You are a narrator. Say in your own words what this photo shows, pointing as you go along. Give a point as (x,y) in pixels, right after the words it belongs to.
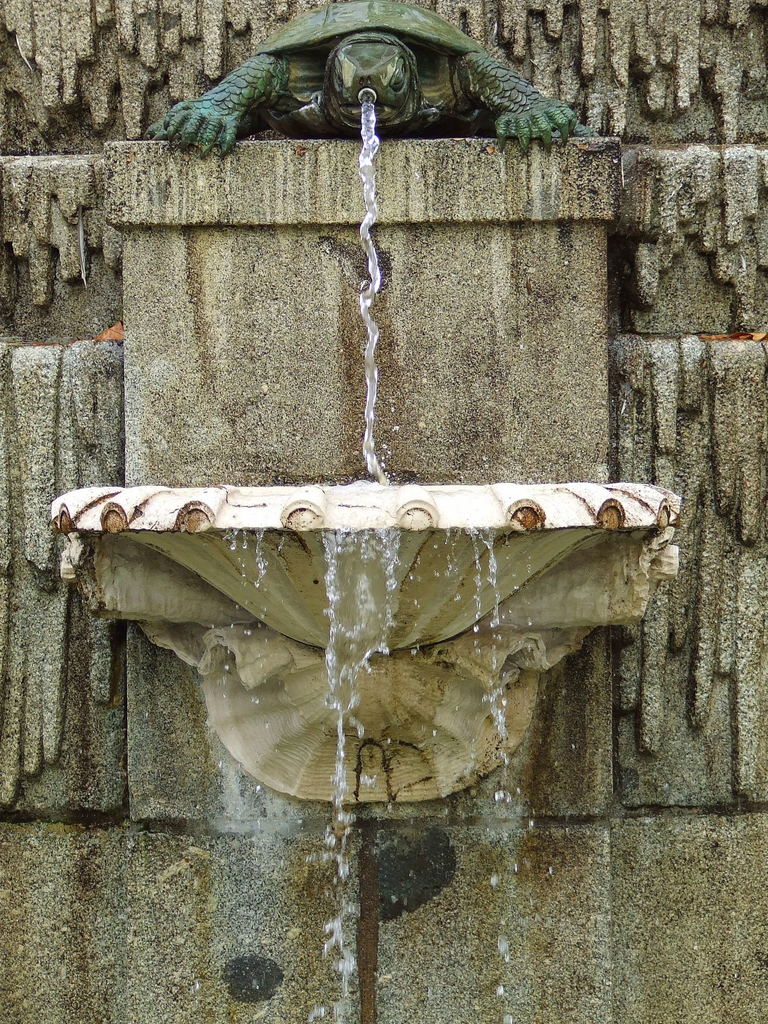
In this picture I can see at the top (392,122) there is a statue (415,6) of a turtle (399,129), water (367,140) is flowing through its mouth (380,111).
